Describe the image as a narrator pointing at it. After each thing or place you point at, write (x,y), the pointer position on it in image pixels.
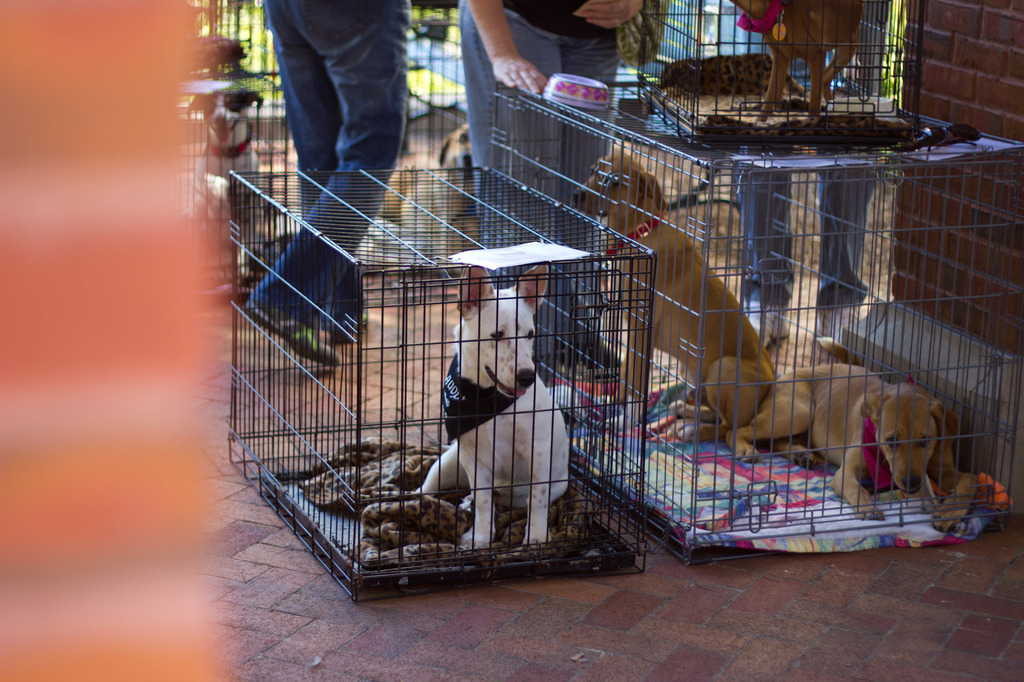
In this picture we can see dogs (223,106) in cages (582,176) and three people (494,43) on the ground (211,465) and in the background (414,75) we can see grass (263,28) and it is blurry.
